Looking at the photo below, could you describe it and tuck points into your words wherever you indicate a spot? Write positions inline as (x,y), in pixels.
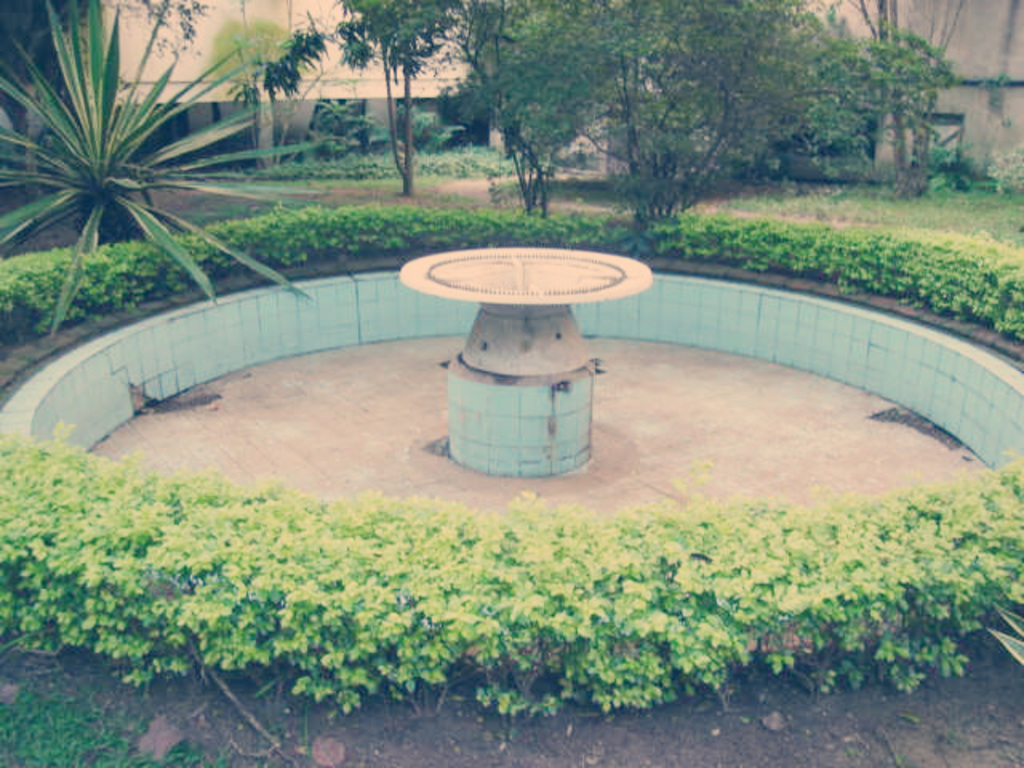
This place is looking like a garden (387,615). Here I can see some plants (110,561) around the fountain (402,404). In the background (739,81) there are some trees (727,74) and a building (182,53).
